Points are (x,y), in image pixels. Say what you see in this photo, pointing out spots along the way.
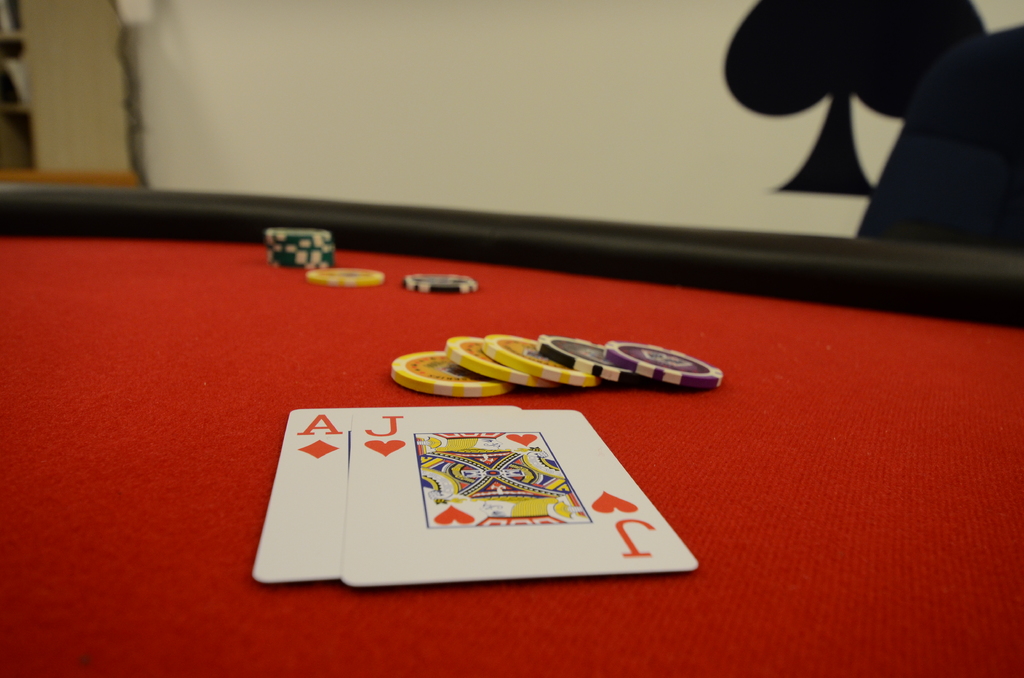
In this image there is a board (247,459) on which there are two playing cards (344,524). Beside the cards (414,497) there are coins (550,366). In the background (418,88) there is a wall (530,84) on which there is a symbol (799,62).
